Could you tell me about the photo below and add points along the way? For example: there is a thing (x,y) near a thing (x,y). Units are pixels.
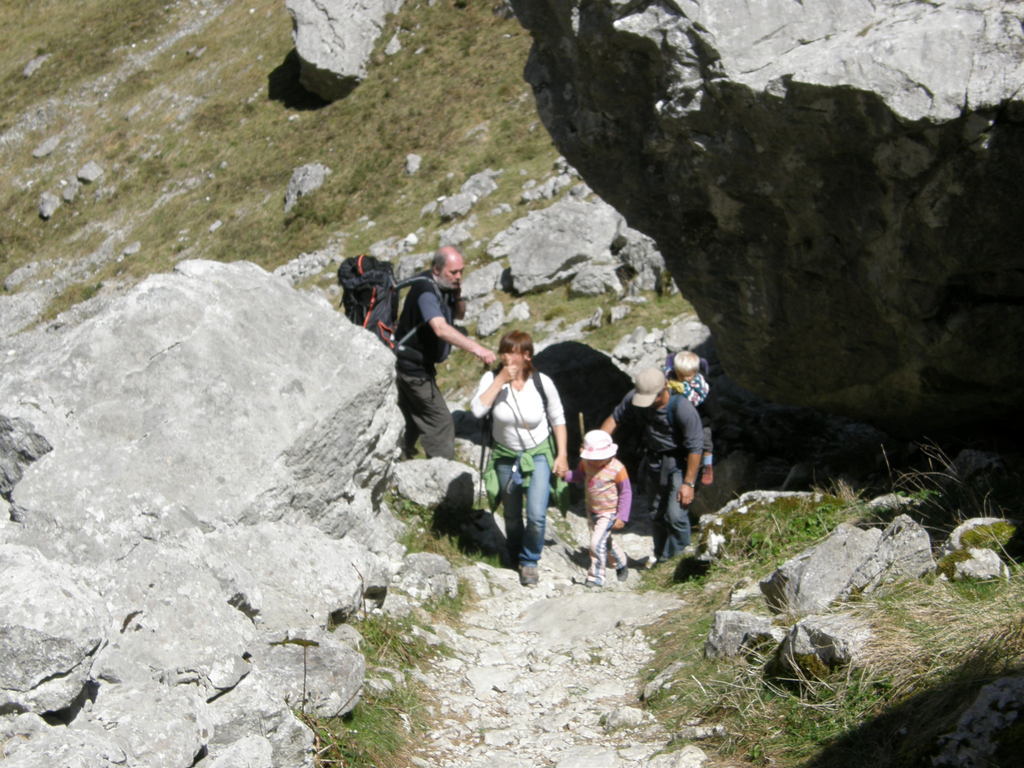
In this image I can see number of persons (505,438) are standing on the rocky surface (389,417) and I can see they are wearing bags (341,270). I can see some grass (466,603) on the surface (776,614) and in the background (557,30) I can see a mountain (533,177).
